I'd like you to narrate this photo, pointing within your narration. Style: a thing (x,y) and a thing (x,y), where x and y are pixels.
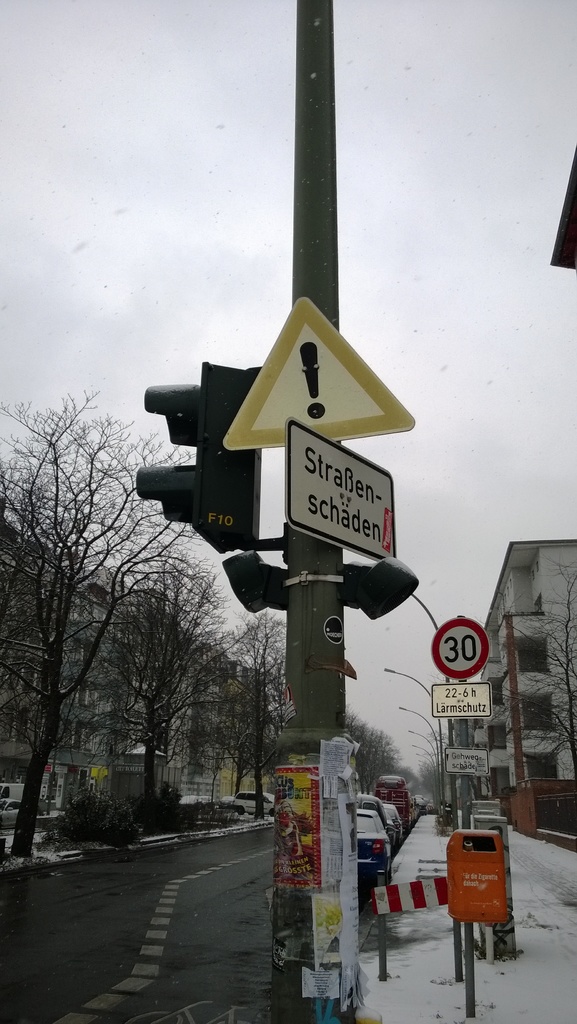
In this picture we can see there are poles (310,593) and to the poles (304,553) there are sign boards (311,489), directional boards (300,501) and traffic signals (213,506). Behind the poles (305,643) there are some vehicles (387,820) parked on the road (235,985). On the left side of the vehicles (363,804) there are trees (201,680), buildings (76,662) and a cloudy sky (187,174).
